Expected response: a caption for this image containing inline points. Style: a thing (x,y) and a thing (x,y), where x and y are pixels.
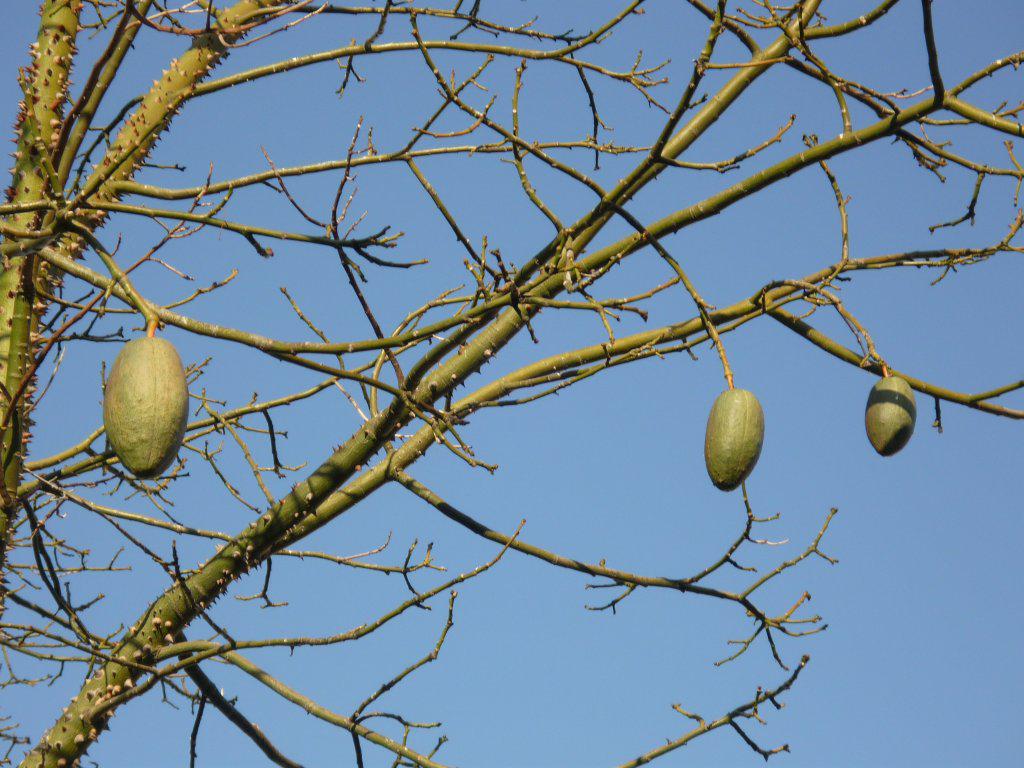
In this picture we can see some fruits (877,401), stems (14,434) and branches (545,284). We can see the sky (509,364) in the background (636,364).
